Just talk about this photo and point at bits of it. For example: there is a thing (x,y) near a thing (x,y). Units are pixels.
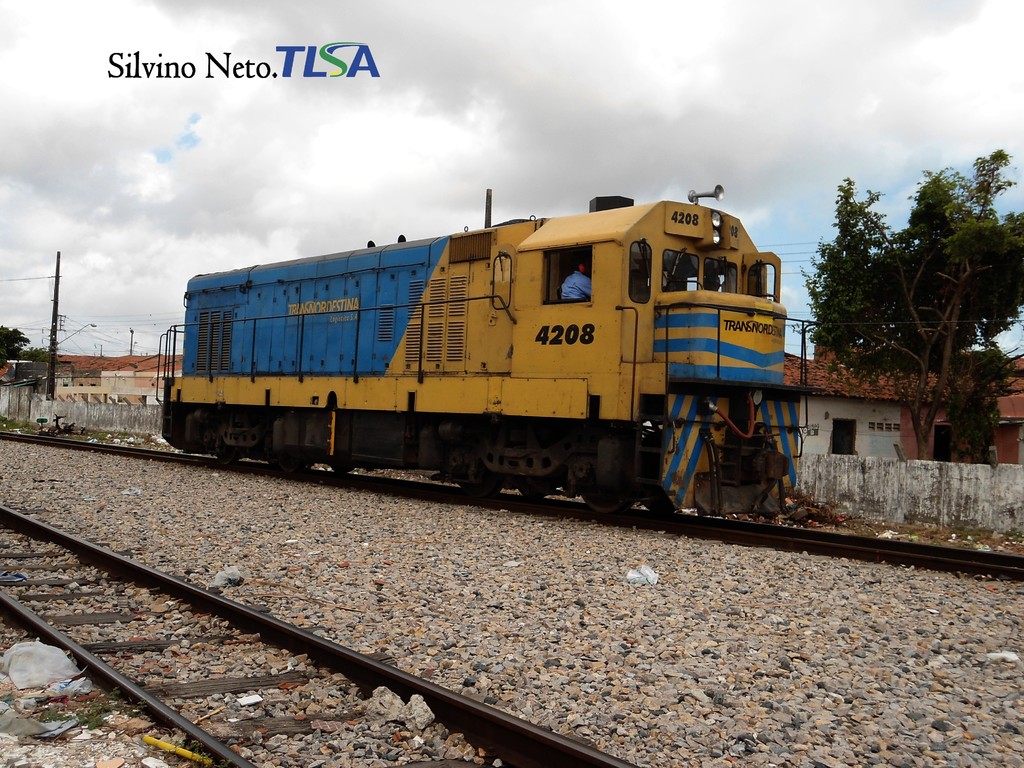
In this image we can see one train engine (492,394) on the track (169,458), two railway tracks (110,678), some stones (283,611), some objects (231,575) on the ground (606,570), some trees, some houses (20,384), one wall (977,510), some poles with wires (28,280), some objects (59,343) attached to the poles (53,357), one person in the train (671,406), some text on the top left side of the image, at the top (281,102) there is the cloudy sky (942,41). There are some numbers (582,336) and text (330,304) on the train (757,360).
